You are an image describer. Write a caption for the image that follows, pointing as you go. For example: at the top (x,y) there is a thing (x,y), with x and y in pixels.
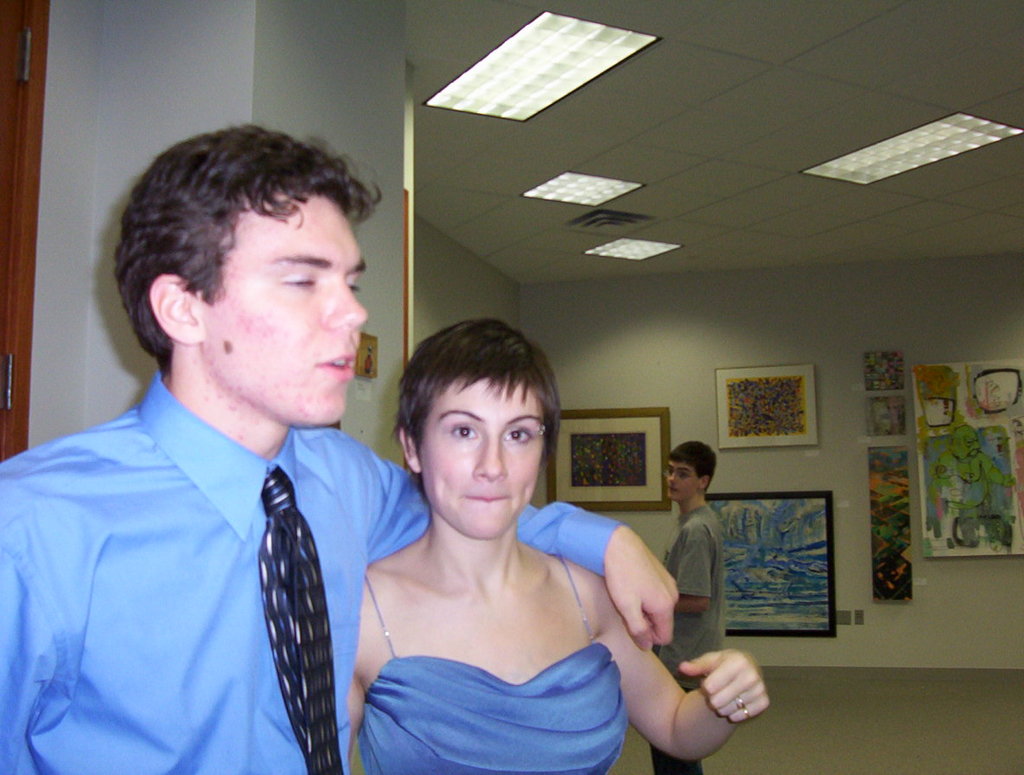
Here we can see three persons (439,574). There are lights (596,49), frames (814,626), and wall (519,296). Here we can see a ceiling (782,245).
